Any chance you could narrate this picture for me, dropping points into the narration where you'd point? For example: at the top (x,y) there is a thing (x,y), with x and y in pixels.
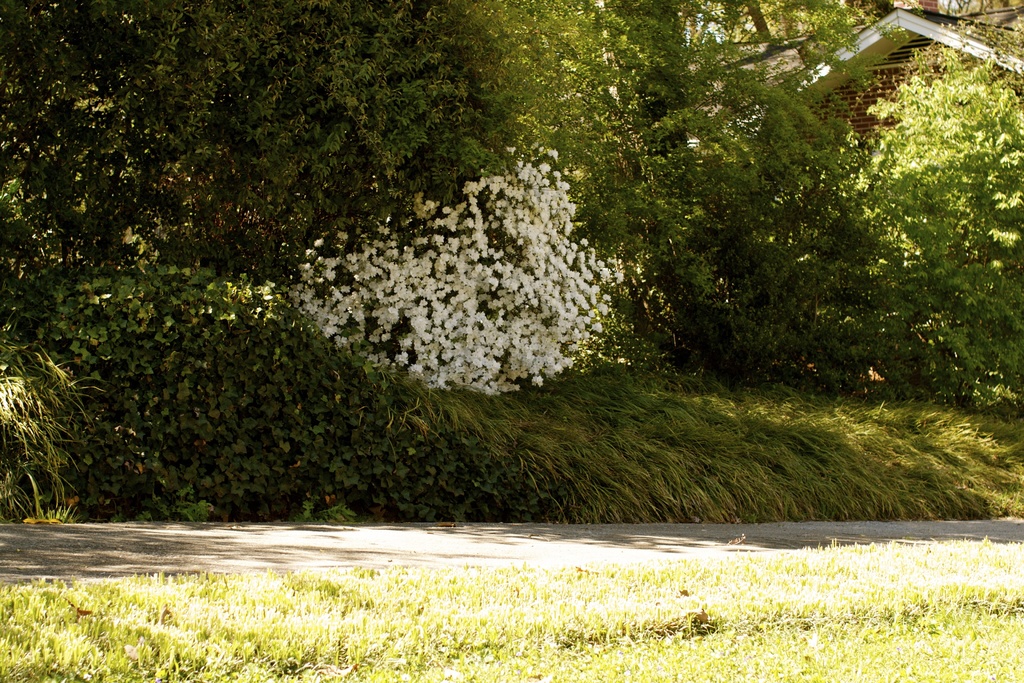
In the foreground of this image (417,560), there is a road (541,558) and the grass (543,656) and on top (598,210), we see trees (652,324) and plants (614,270) and on right top corner (906,52), there is a building (927,27).
